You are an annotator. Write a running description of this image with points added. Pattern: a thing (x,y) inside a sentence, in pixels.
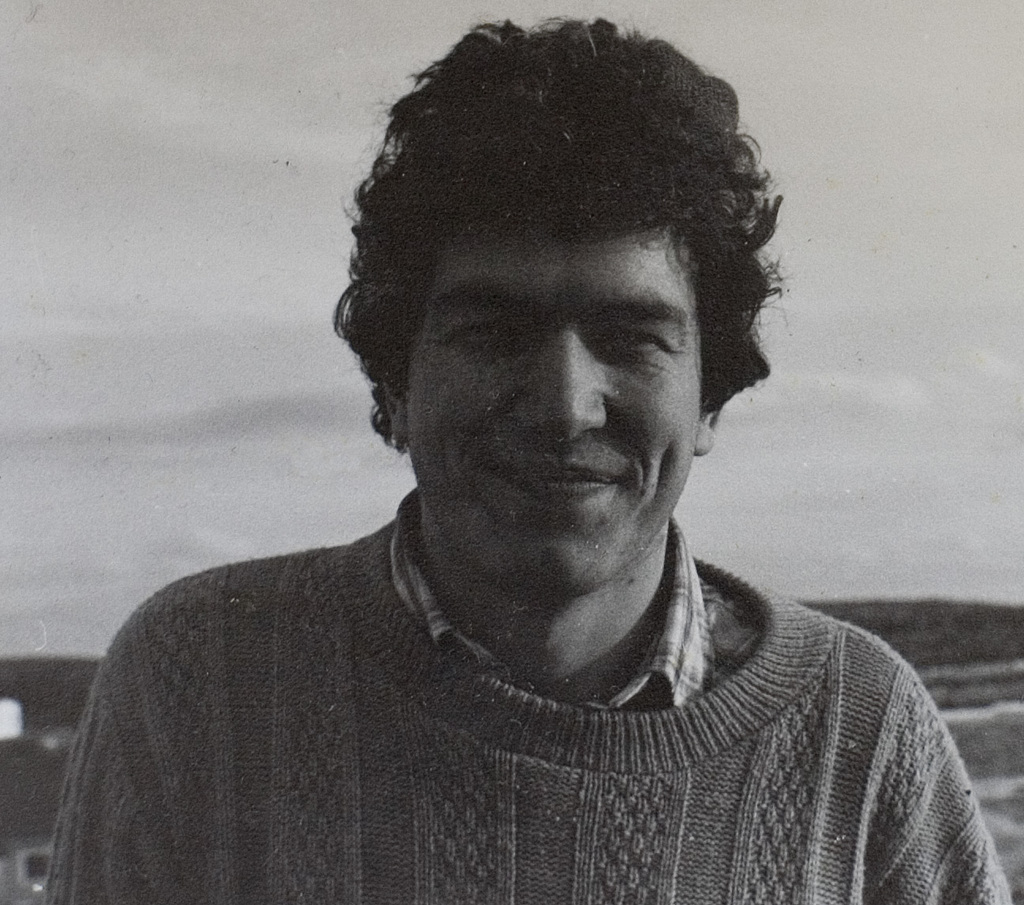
In this picture we can see a person (717,181) smiling.
